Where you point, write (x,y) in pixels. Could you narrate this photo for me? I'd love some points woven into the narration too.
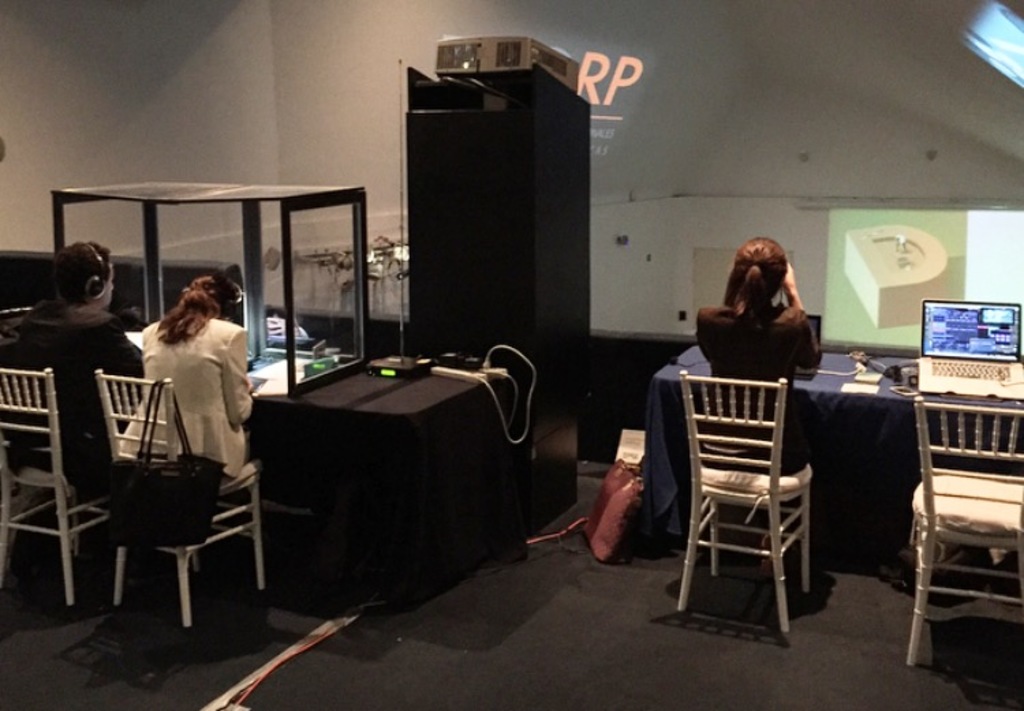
Two women (765,280) and a man (80,267) sitting in the room (626,593) which has four chairs (966,408) and two tables (909,407), laptop (977,382) and a projector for screening and also the socket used for the connection. And the women (213,365) are wearing the black and white suits (214,349) and also two hand bags (630,473) which are pink and black in color and the chairs (101,373) are white in color, The floor mat (472,650) which is black in color and also we have the table mat (821,417) which is blue in color.
